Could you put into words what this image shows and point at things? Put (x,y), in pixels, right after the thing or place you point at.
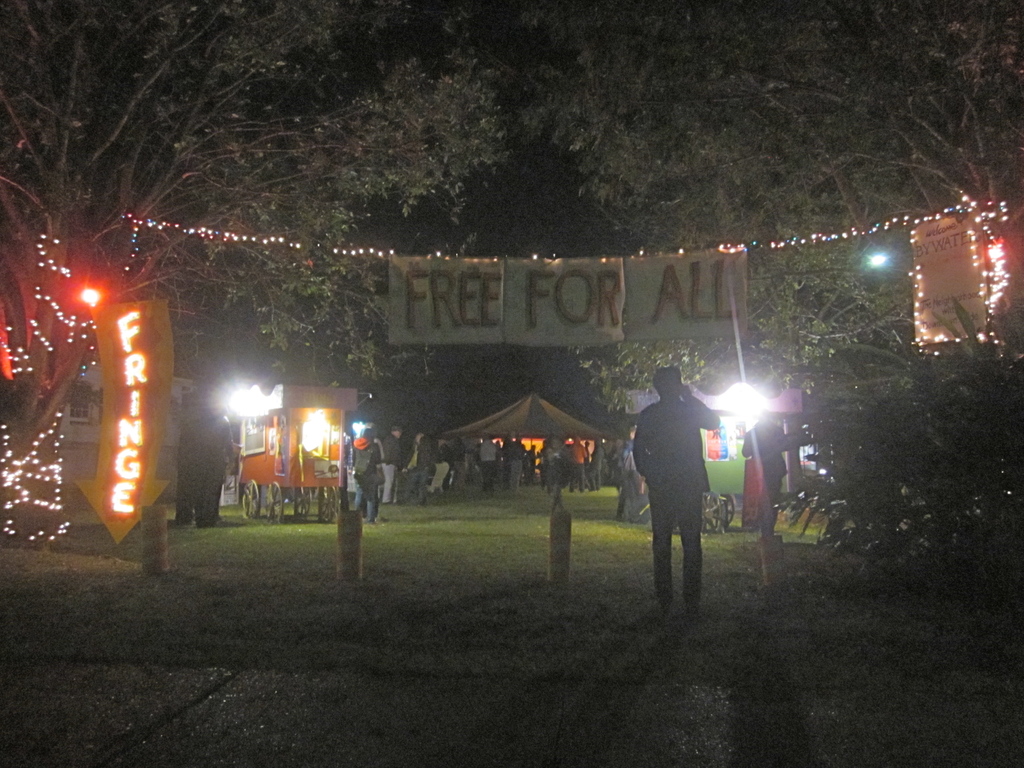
In this image I can see a person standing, background (165,335) I can see few stalls (328,422), a board (171,346) in yellow color and I can also see a tent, few lights (760,409) and trees (618,199).
